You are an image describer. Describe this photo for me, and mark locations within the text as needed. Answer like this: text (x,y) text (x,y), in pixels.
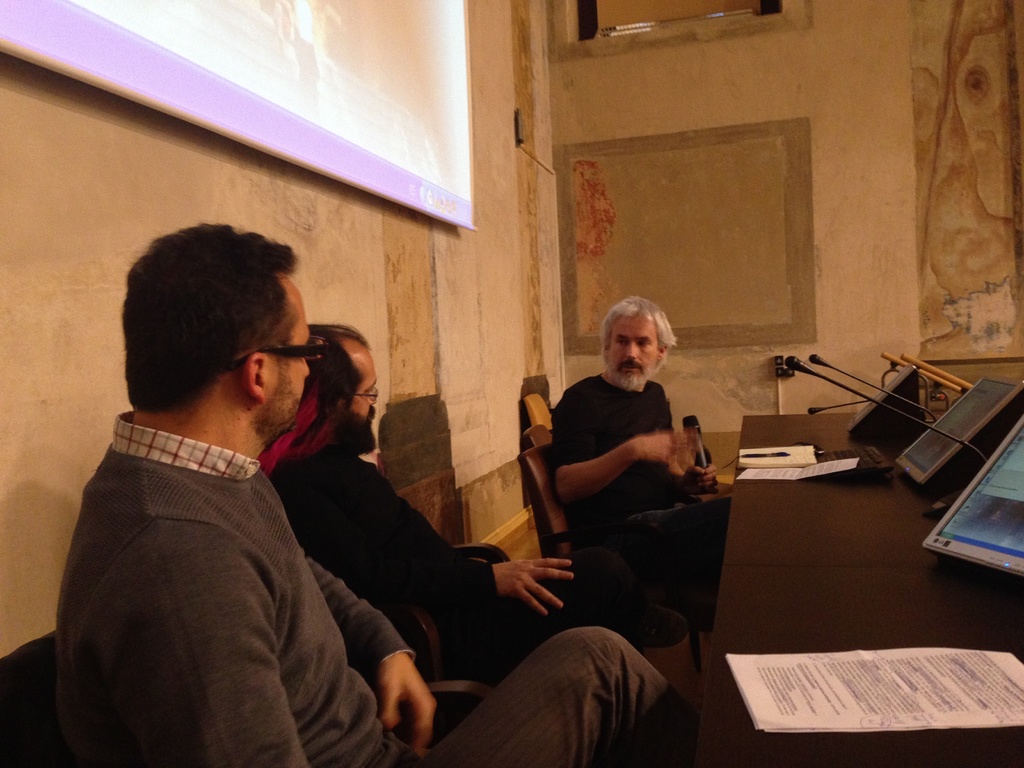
There are two people (317,517) in the left (322,546) is sitting in chairs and looking at a person (614,386) in front of them who is wearing black shirt (628,419) and there is a table (831,479) in front of them which has desktops (885,410) and mics (910,414) and papers (856,691) on it and there is a projected image (322,76) in the left top corner (275,41).
